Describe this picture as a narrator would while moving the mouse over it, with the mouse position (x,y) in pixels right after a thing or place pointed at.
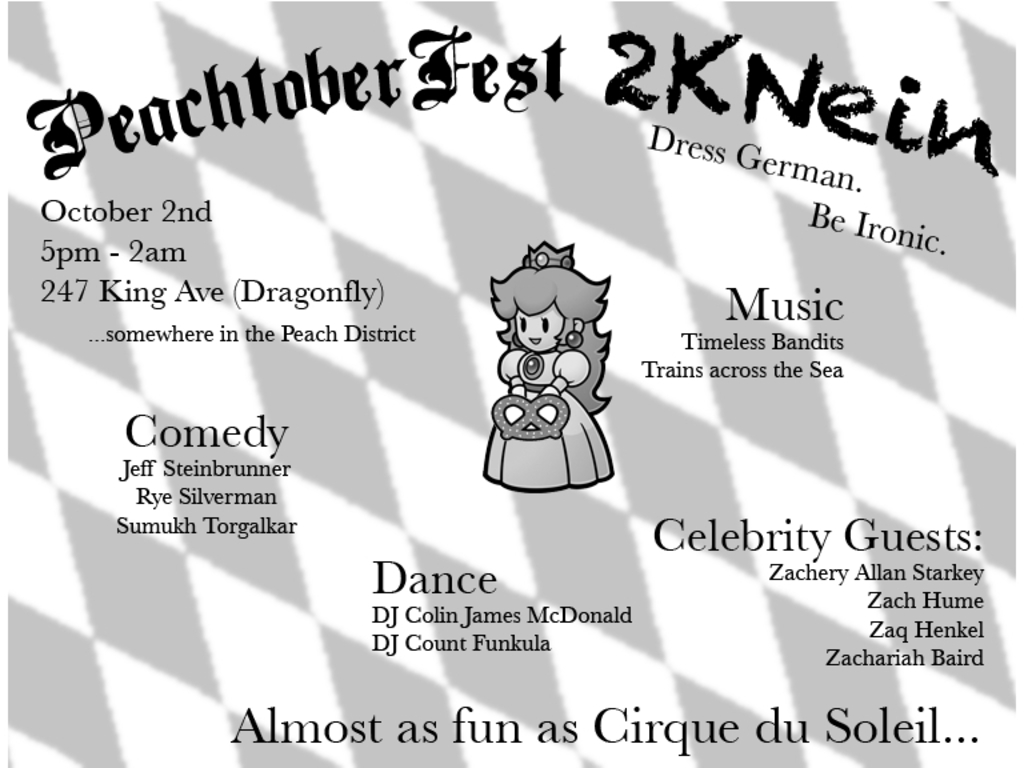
In this image we can see a poster (862,414). On the poster (639,212) we can see a cartoon picture (546,436) and text (514,608) written on it.
